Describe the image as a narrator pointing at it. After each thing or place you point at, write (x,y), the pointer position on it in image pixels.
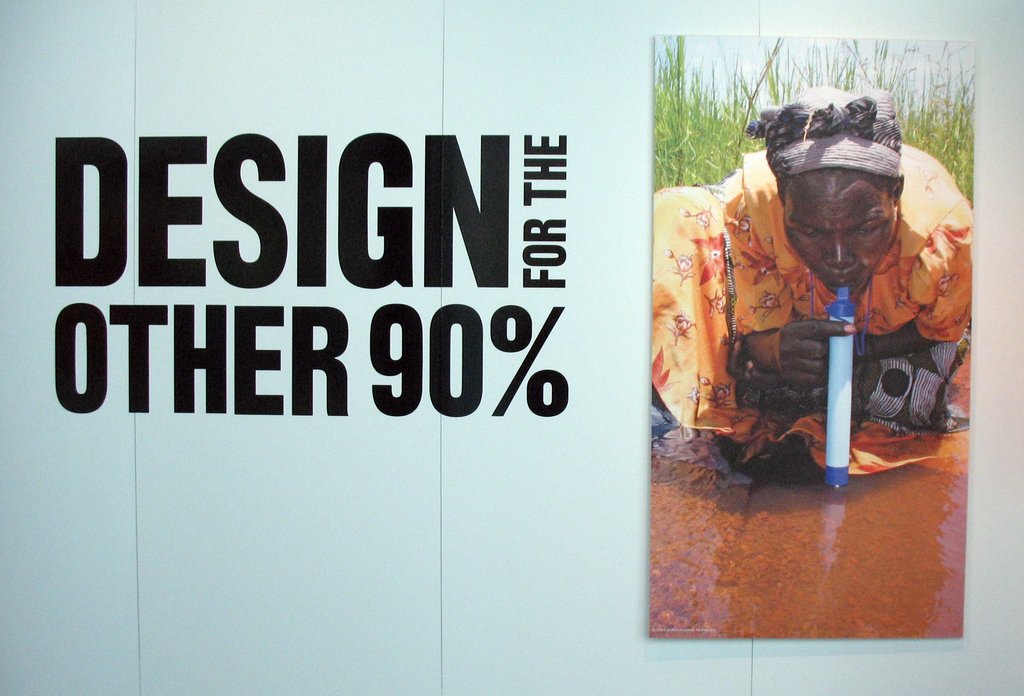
In this image there is poster (643,51) and a picture (960,72), in that picture (656,164) a woman (773,111) sitting on a floor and there is pipe (836,400) in her mouth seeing into water (780,509), behind her there is grass (692,136), on the poster (62,124) it is written as design for the other ninety percent.
